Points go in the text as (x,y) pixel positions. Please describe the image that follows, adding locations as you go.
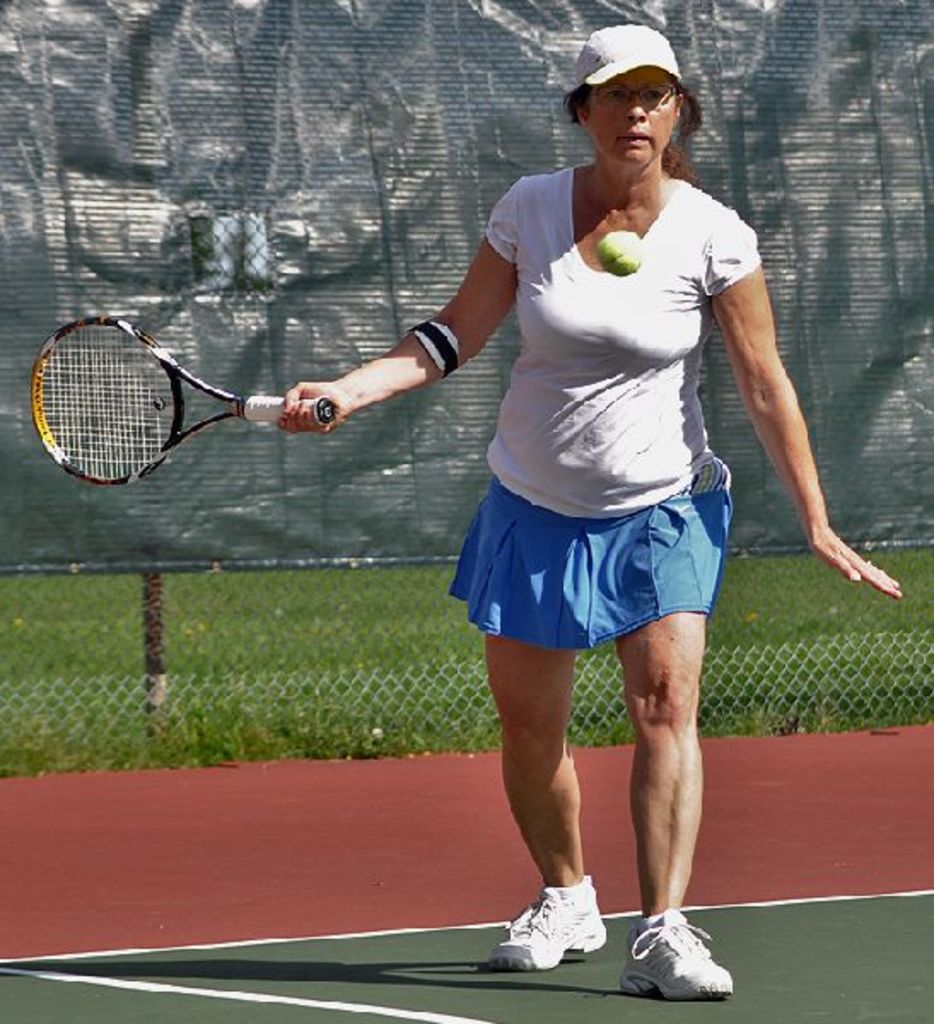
there is a woman (552,522) standing, holding a tennis racket (268,408). This is the tennis ball (604,247). I think she is playing tennis. At background (325,309) I can see a grey sheet (249,189). And some fencing (249,233) on it.
